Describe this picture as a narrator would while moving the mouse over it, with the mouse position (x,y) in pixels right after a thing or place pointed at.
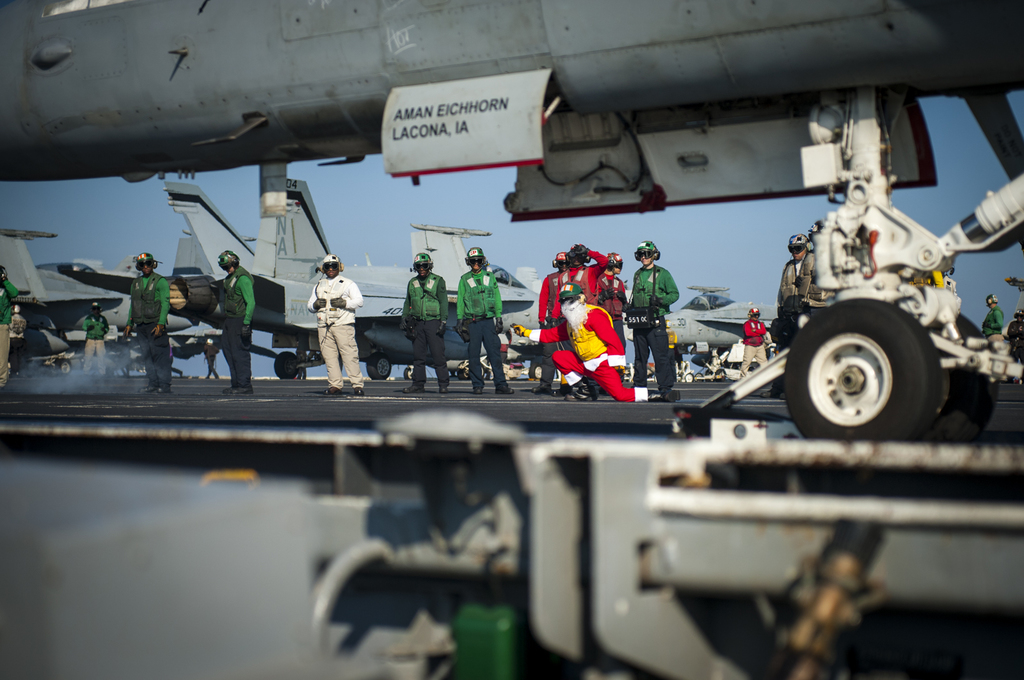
In this image I can see few persons (410,308) are standing on the ground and a huge aircraft (889,274). In the background (294,311) I can see few other aircrafts (264,309) and the sky (613,230).
